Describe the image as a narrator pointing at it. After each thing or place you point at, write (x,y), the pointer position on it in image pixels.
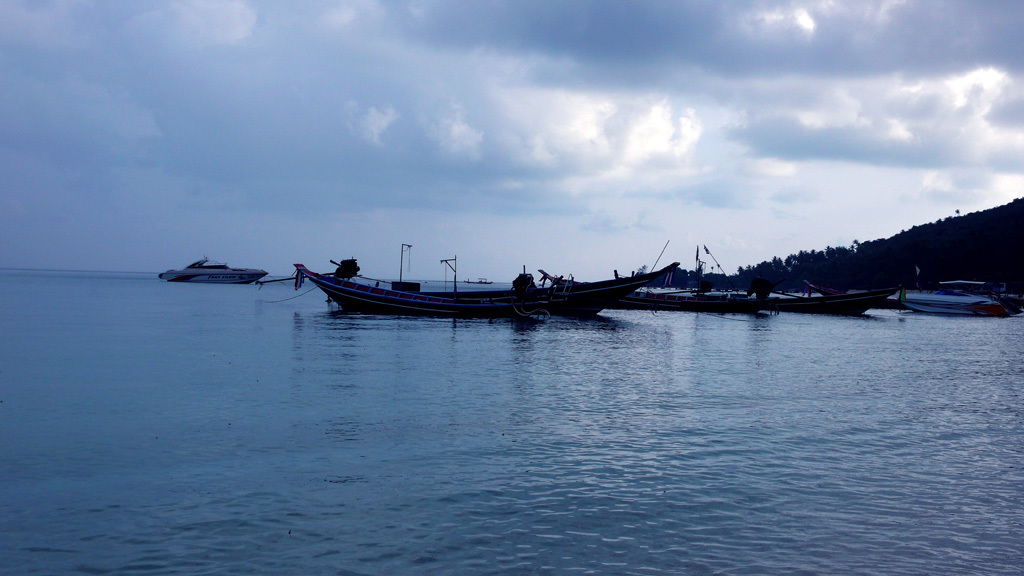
In this image we can see boats (399,286) on the surface of water (354,429). At the top of the image (461,181), clouds (651,186) are present in the sky (762,126). There are trees (882,255) on the right side of the image (856,242).
